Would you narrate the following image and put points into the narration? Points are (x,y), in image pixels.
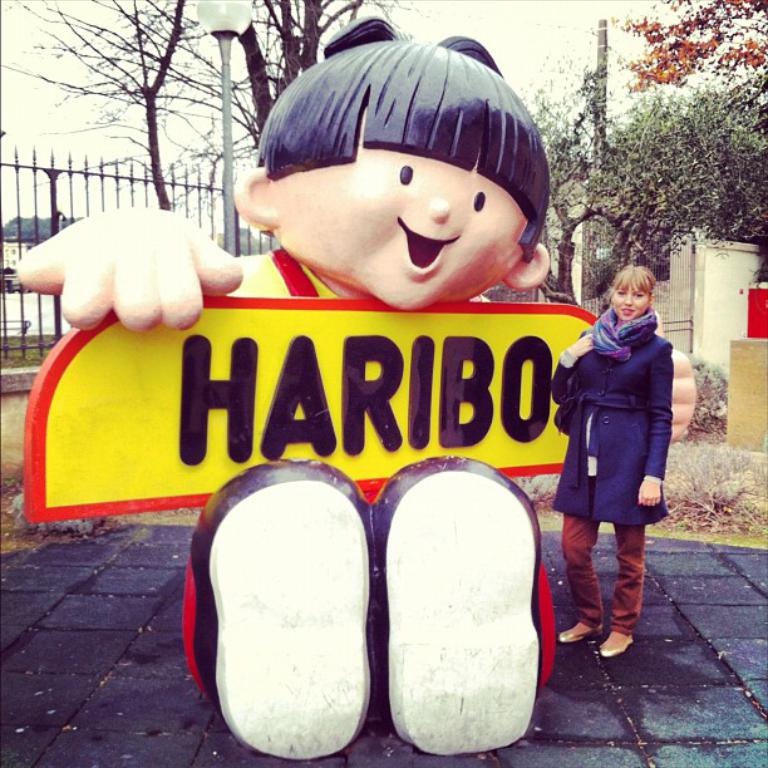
A woman (619,427) is standing wearing a stole (627,328) and a coat (621,380). There is a sculpture (184,226). There is fence (664,311), poles (218,22) and trees (570,219) at the back (665,219).
